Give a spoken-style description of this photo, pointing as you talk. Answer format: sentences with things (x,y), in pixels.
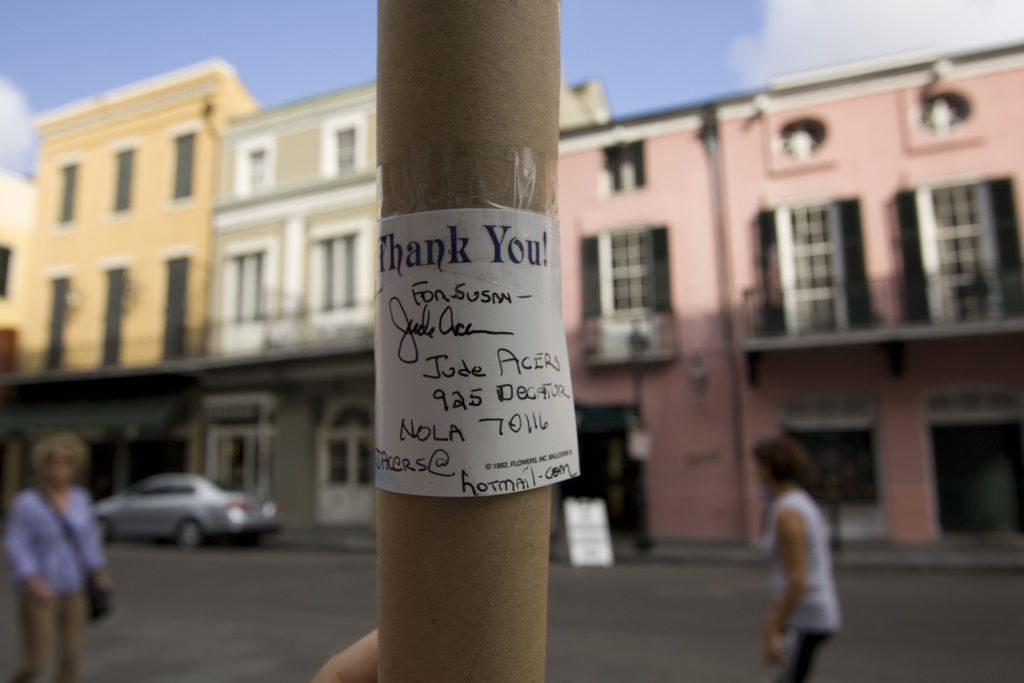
I can see a paper (451,327), which is attached to a cardboard tube roll (501,160). There are two people (817,561) standing. These are the buildings (672,254) with the windows (70,192) and doors (357,470). Here is a car (209,511), which is parked. This is the sky (294,49).
